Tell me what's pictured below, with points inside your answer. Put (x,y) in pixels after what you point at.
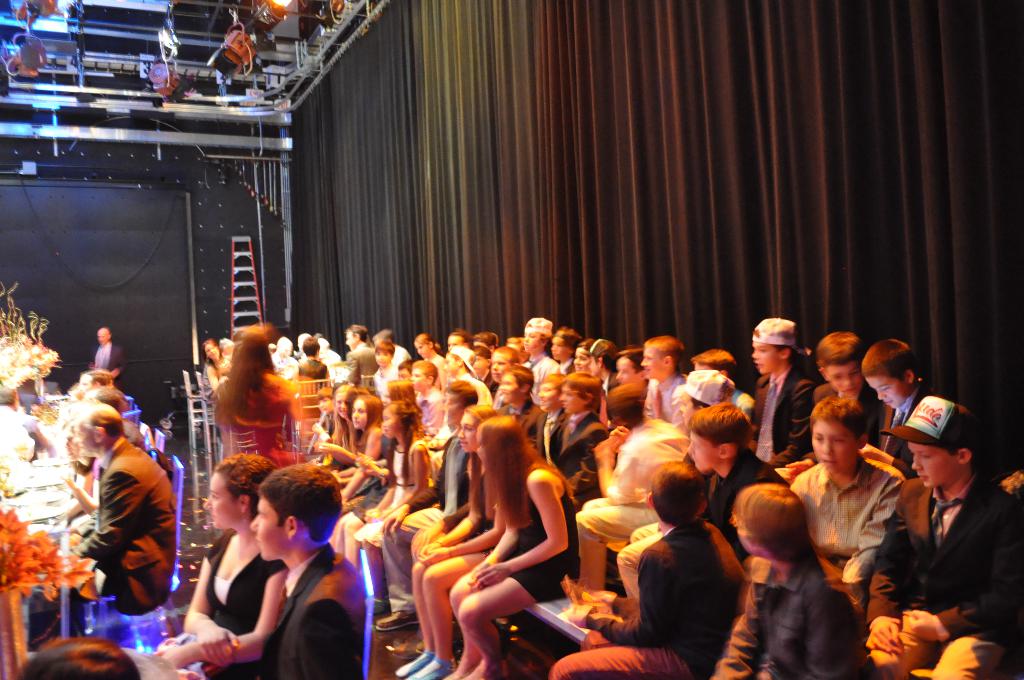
In this picture I can see group of people (582,525) sitting on the bench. I can see curtain (862,231) in the top right hand corner (911,194). I can see hanging DJ lights (167,91) in the top left corner (180,95). I can see ladder (243,255).
